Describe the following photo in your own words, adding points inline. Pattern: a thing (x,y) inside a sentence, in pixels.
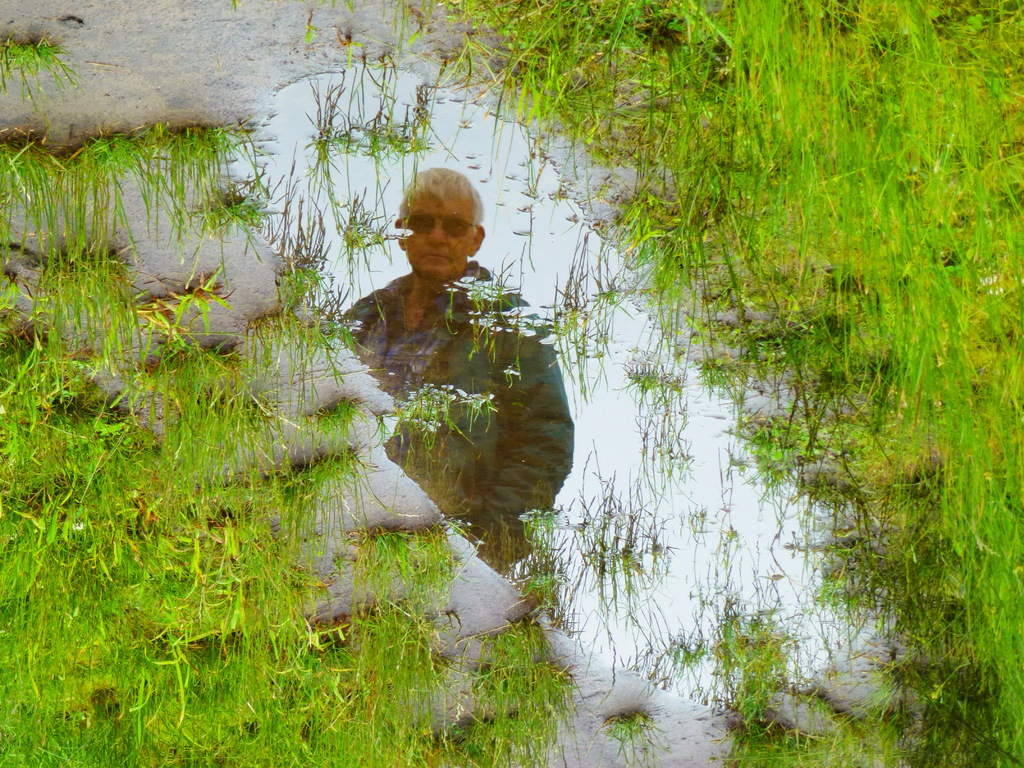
At the bottom left of the image (152,673) there is grass (92,538) on the ground (495,589). And at the right corner of the image (816,119) there is grass (944,260) on the ground (944,260). In the middle of the image (547,266) on the ground (370,399) there is water (300,95). On the water (421,434) there is a reflection (467,310) of the man (456,216).
